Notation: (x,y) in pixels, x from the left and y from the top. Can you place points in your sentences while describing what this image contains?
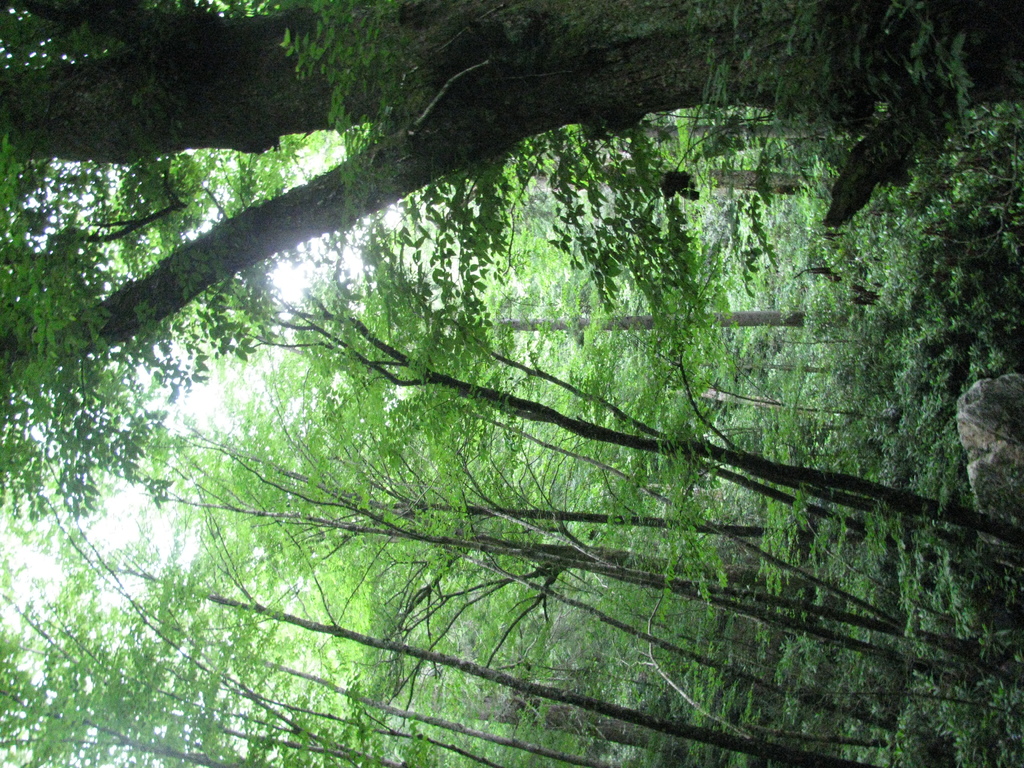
In this image, we can see some trees (420,321) and plants (930,312).
